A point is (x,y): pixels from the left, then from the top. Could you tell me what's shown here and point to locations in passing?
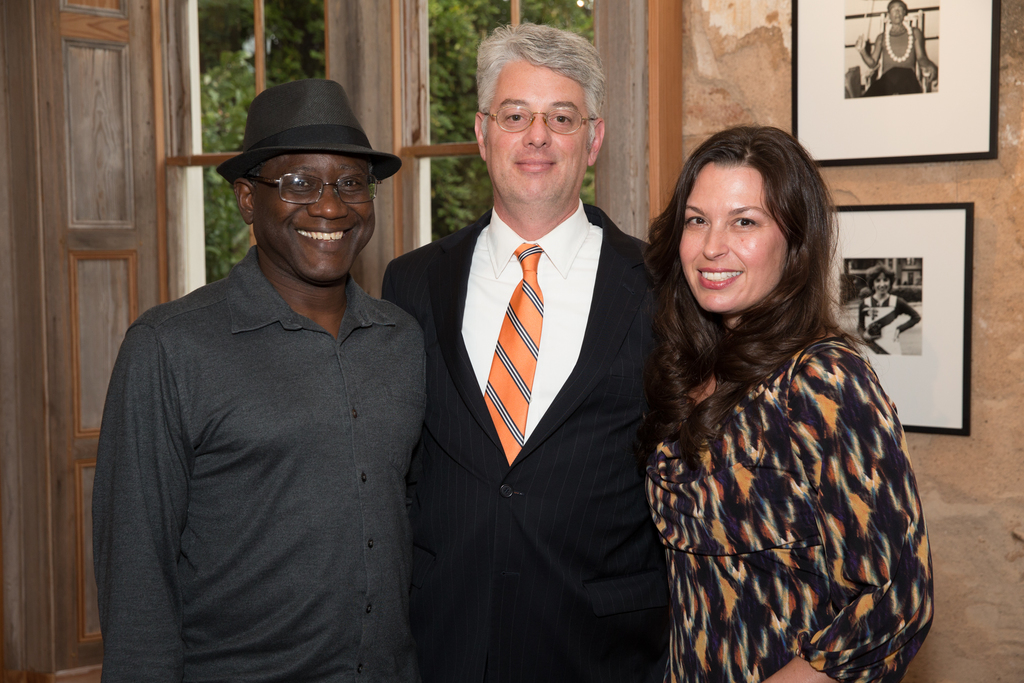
In front of the image there are three people (541,336) having a smile on their faces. Behind them there are photo frames (905,153) on the wall (940,595). There is a window (576,23) through which we can see trees (212,184).
